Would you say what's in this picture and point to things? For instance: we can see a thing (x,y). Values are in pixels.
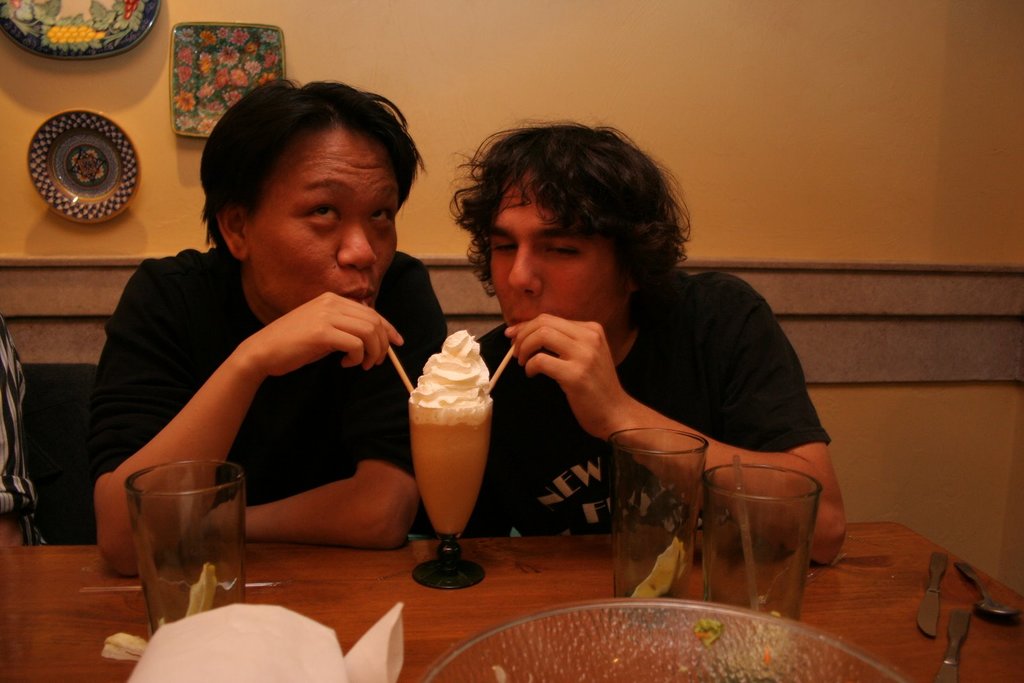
In this image there are two persons (246,357) sitting and holding the straws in the glass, there are tissues (344,677), bowl (815,666), spoon (983,609), knives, glasses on the table (61,547), and in the background (82,201) there are ceramic plates (133,194) attached to the wall (443,89).
